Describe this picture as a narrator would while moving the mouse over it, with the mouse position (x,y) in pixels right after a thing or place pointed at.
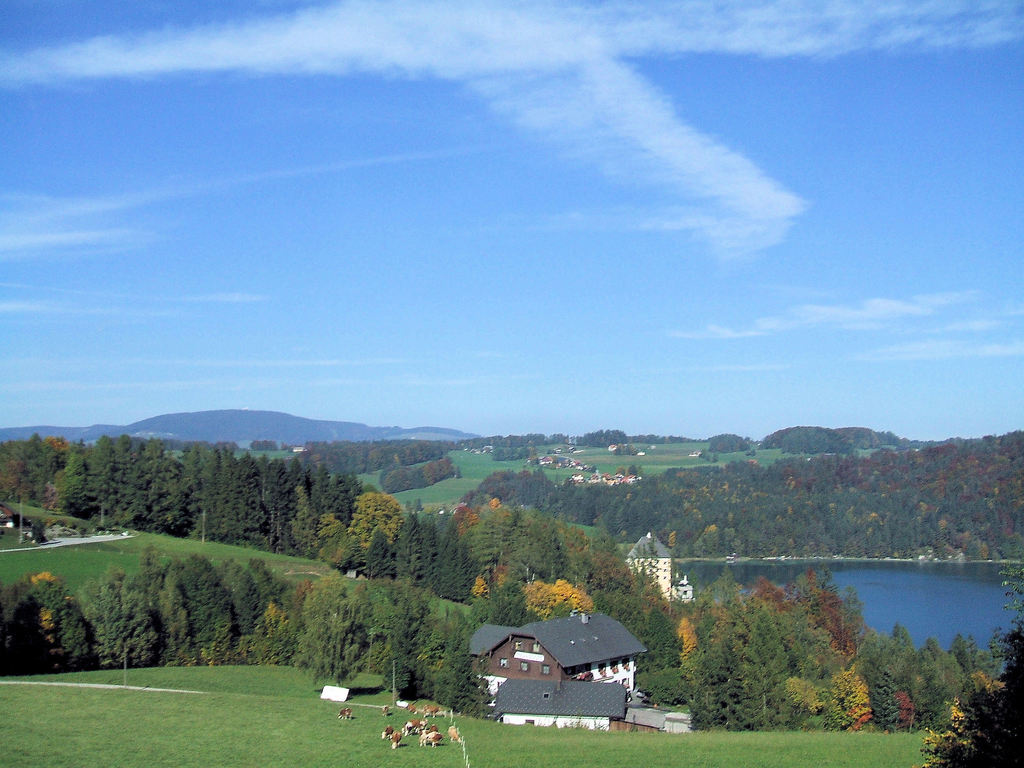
In front of the image there are a few cattle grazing on the grass surface (404,738), in front of the cattle (430,732) there is a house (574,690), behind the house (585,666) there are trees (523,564) and some other houses (578,480). On the left side of the image (90,538) there is a road (66,544), beside the road (107,538) there are lamp posts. On the right side of the image (962,614) there is a river (858,588). In the background of the image (329,428) there are mountains (288,424). At the top of the image (724,153) there are clouds (522,45) in the sky (548,410).
